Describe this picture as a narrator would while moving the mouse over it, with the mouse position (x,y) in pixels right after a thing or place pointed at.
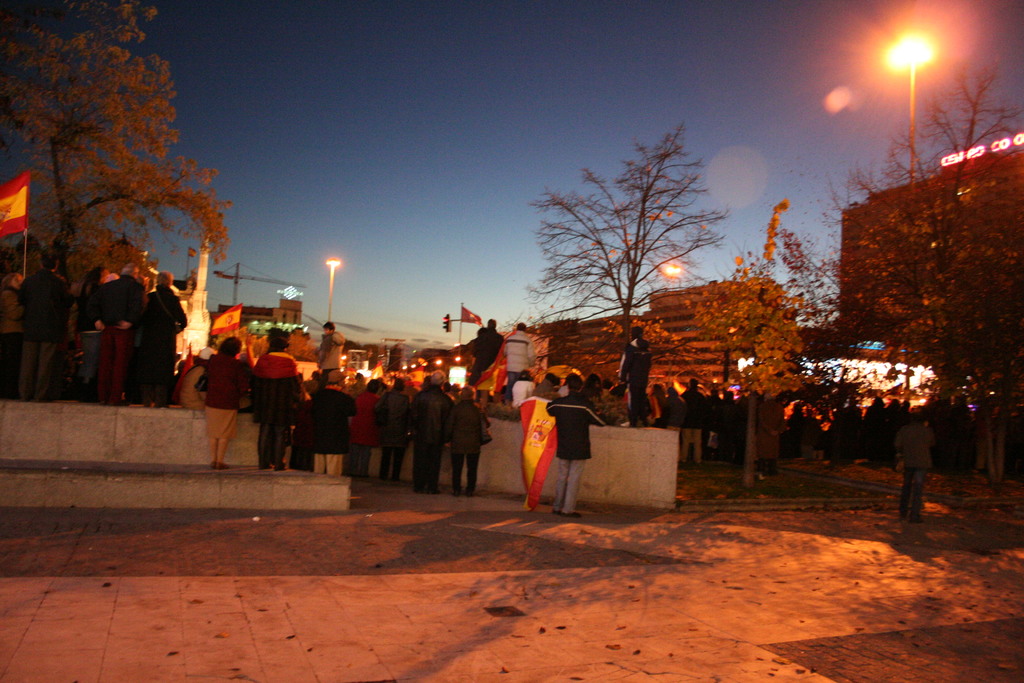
This picture describes about group of people (365,397), few people (289,380) holding flags (295,371), in the background (910,279) we can see few trees (591,299), houses (679,295), lights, poles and a crane (259,275).
